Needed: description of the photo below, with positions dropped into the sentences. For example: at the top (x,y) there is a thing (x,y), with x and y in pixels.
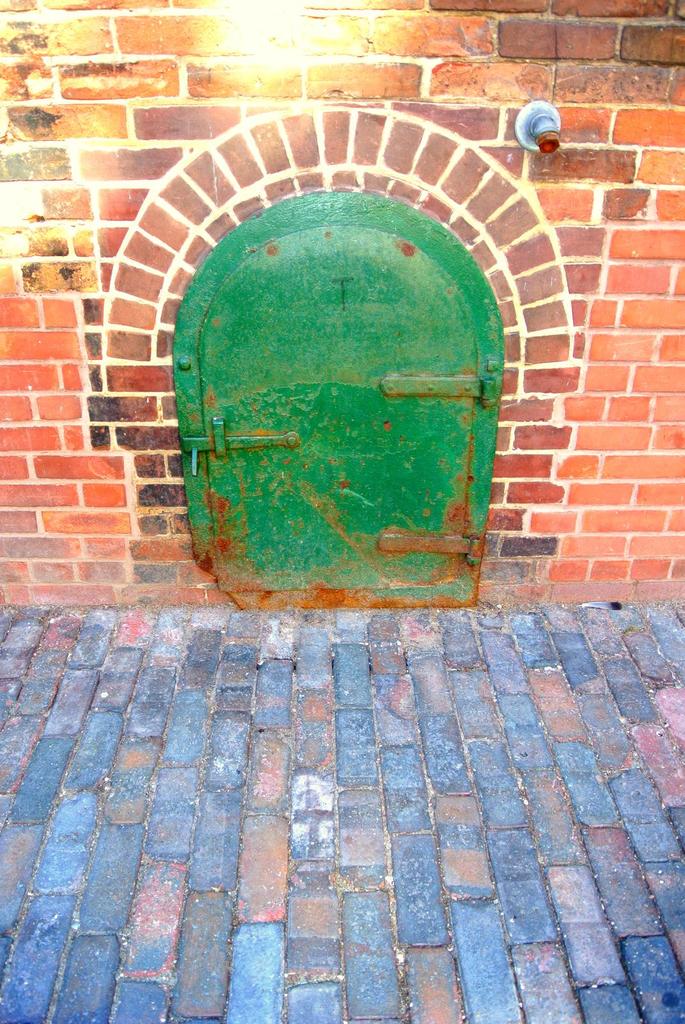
In this image I can see the door (317,507) which is in green color and I can see the red color brick wall (161,206) to the side of the door (404,333). And I can also see the road (314,737) in-front of the wall (74,447).
